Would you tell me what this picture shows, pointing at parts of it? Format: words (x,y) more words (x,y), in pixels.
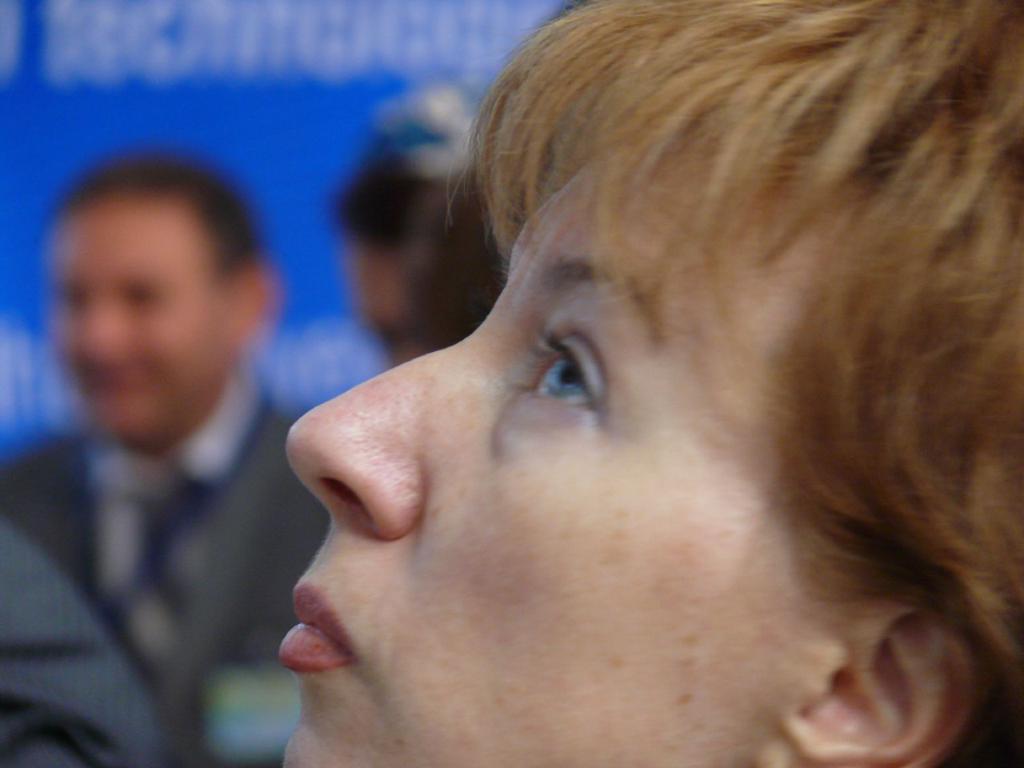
This is the zoom-in picture of a face (504,451) of a woman (712,212). In the background (167,241), we can see people (147,331) and a banner (334,57) with some text (315,32).
